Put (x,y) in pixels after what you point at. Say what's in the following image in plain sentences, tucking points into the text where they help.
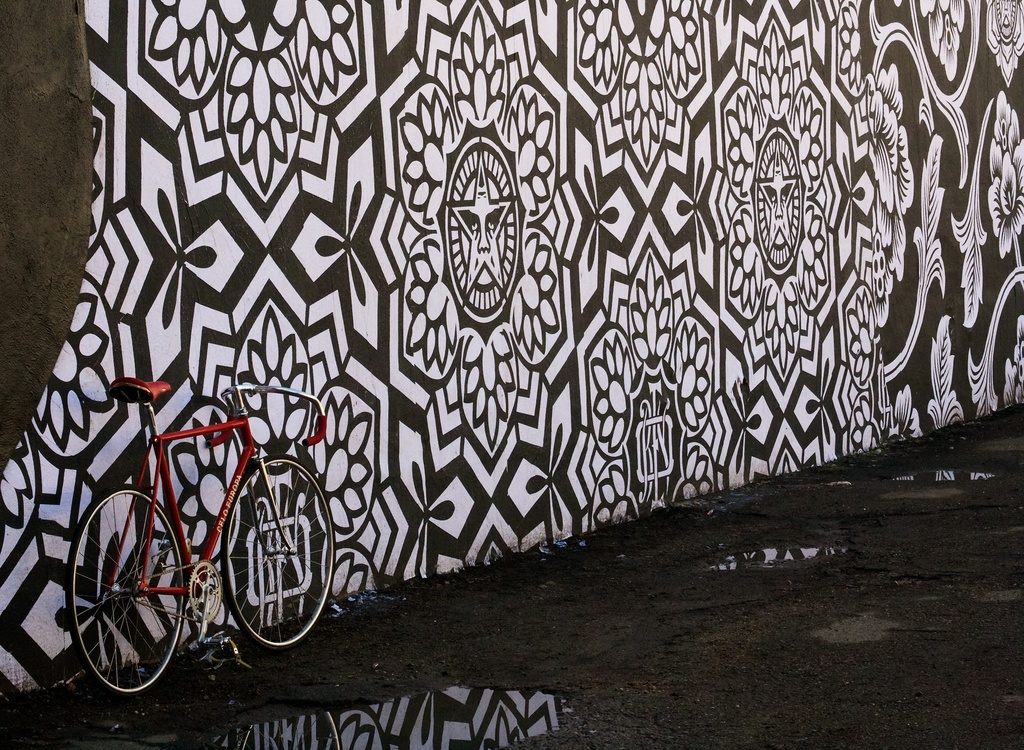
This image is taken outdoors. At the bottom of the image (692,619) there is a road (781,598). In the middle of the image (381,254) there is a wall (351,253) with paintings (834,304) on it. On the left side of the image (184,548) a bicycle (178,532) is parked on the road (325,612).
